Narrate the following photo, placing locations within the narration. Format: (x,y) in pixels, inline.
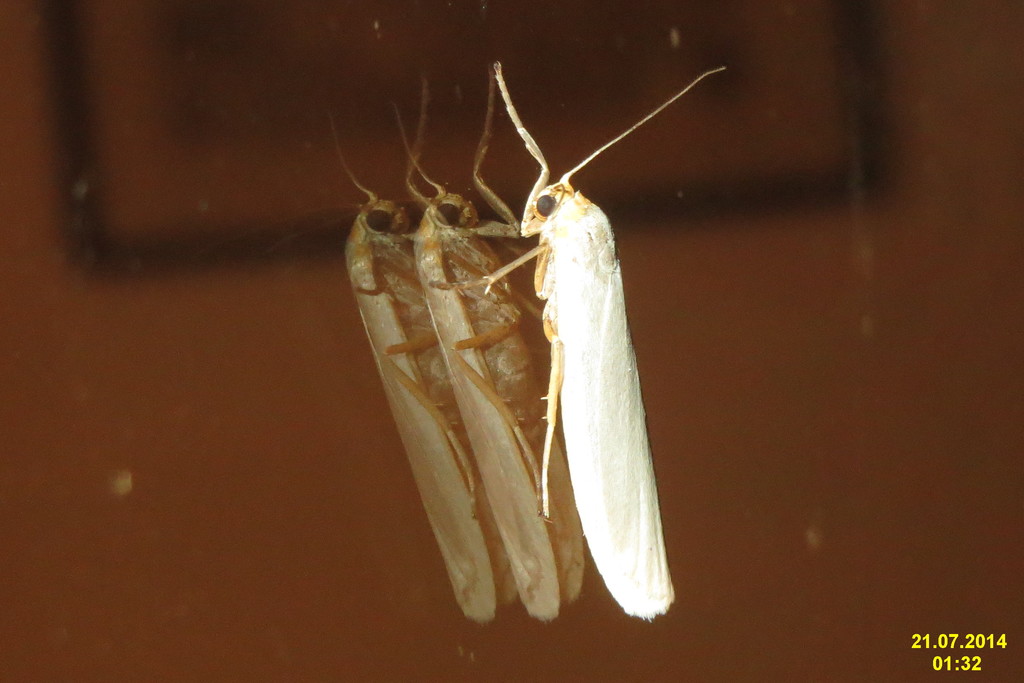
In this image we can see a moth (612,317) on the mirror (403,382).
